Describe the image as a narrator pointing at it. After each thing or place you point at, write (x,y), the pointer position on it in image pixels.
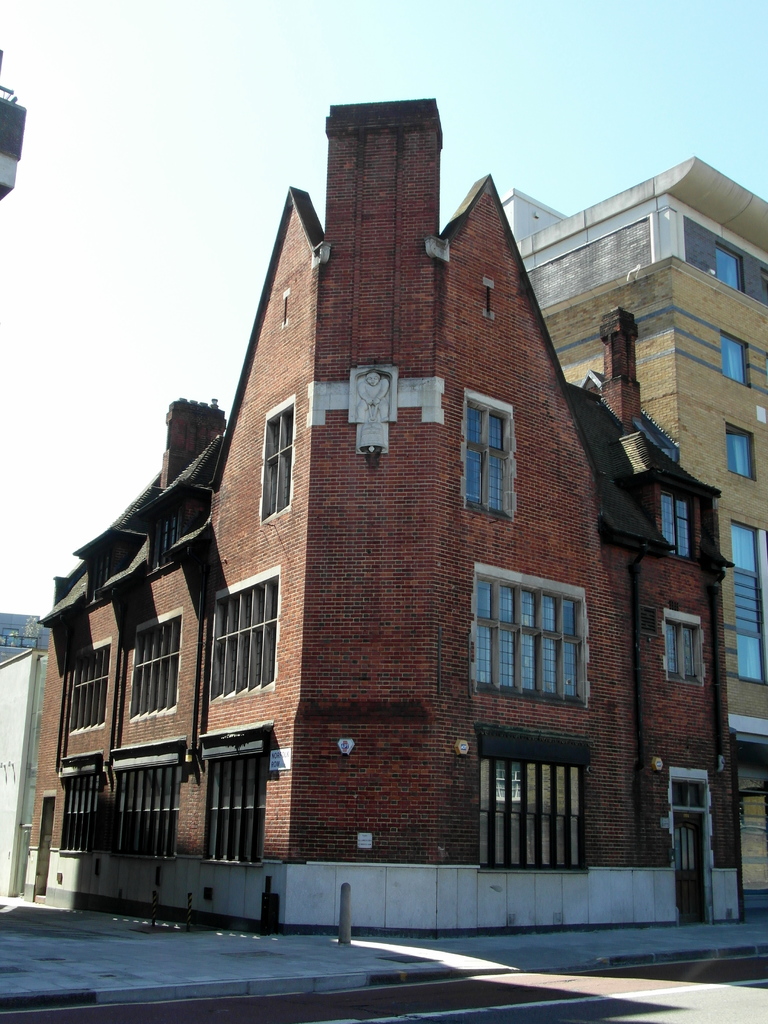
This is an outside view. At the bottom (495,1003) there is a road (526,1006). In the middle of the image (258,672) I can see few buildings (478,520) along with the windows (538,636). At the top of the image (185,161) I can see the sky (164,226).
